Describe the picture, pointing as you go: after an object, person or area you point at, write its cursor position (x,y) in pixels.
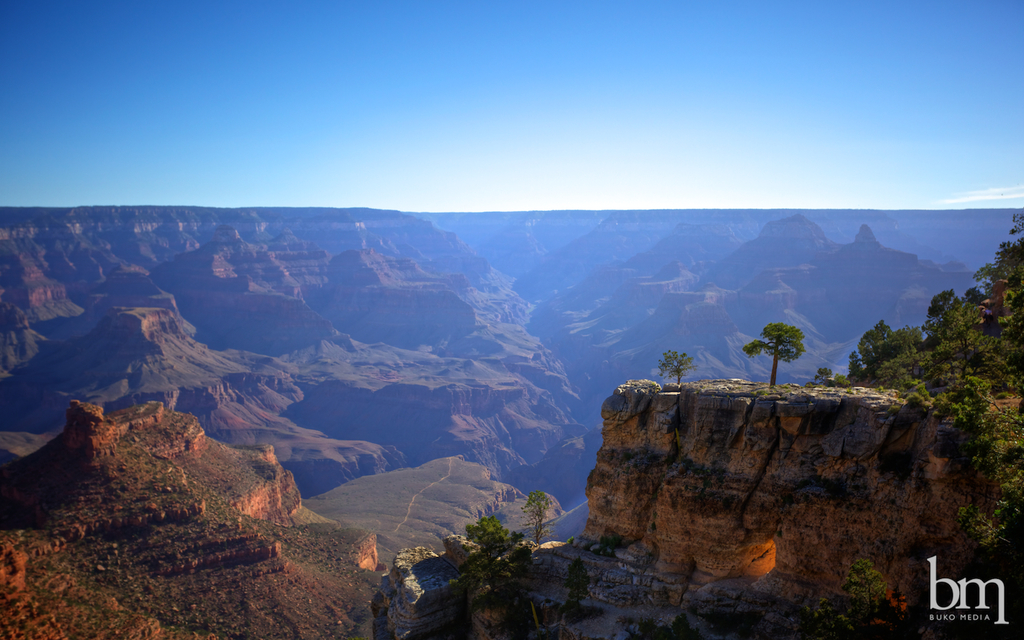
In the image there are hills (243,459) and mountains (593,309) and on the right side (778,348) there are many trees (963,394).
